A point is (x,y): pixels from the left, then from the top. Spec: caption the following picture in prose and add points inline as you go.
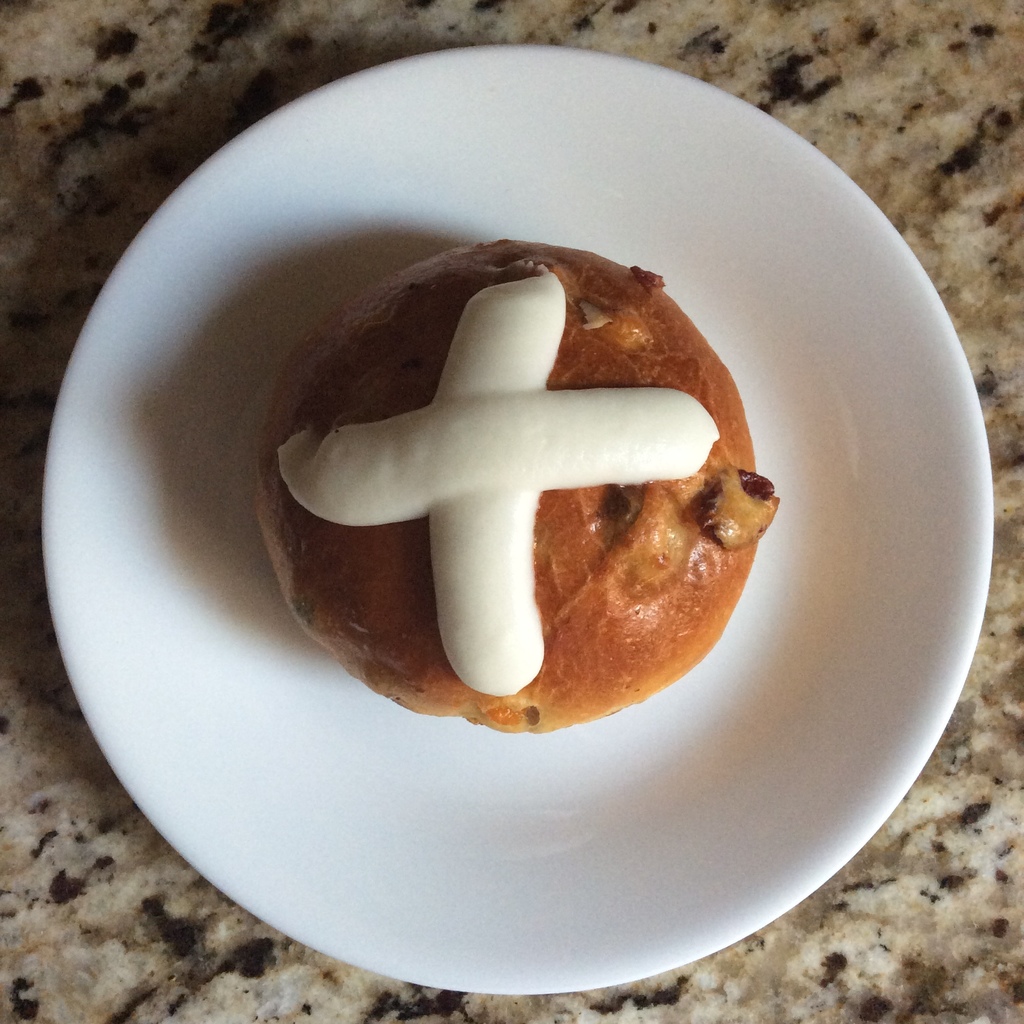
In this picture we can see food (650,566) in the white color bowl (676,792).
